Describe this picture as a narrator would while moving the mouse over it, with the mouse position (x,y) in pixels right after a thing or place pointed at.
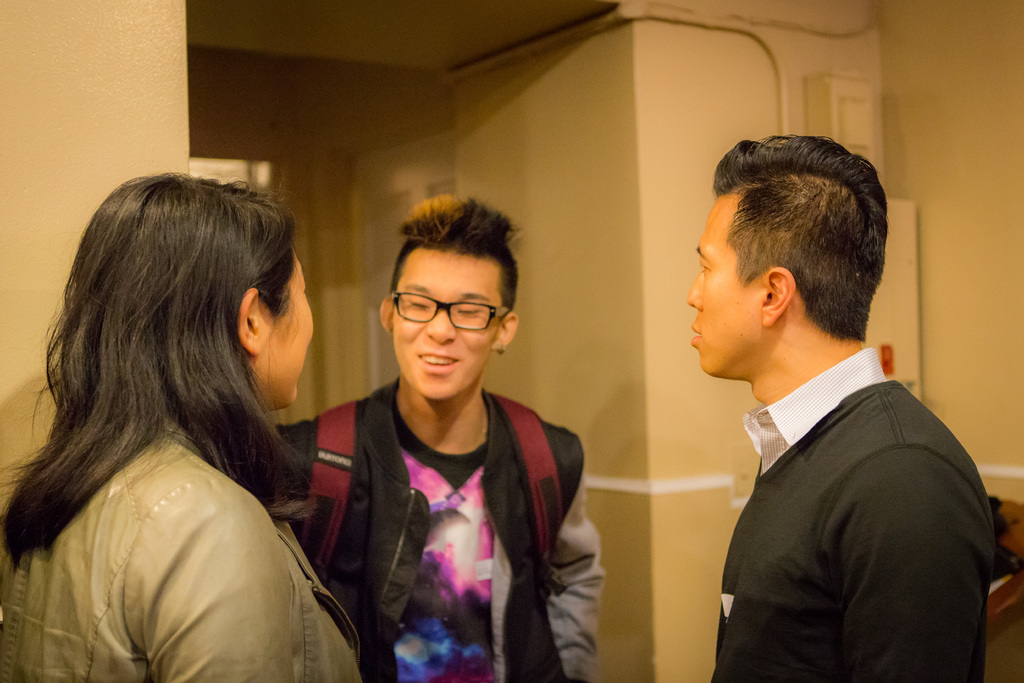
In this image there are three persons (466,503) who are talking with each other. There is a woman (127,481) on the left side (115,510). In the background (394,115) there is a wall (707,109). In the middle (433,307) there is a man (452,528) who is wearing the bag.
